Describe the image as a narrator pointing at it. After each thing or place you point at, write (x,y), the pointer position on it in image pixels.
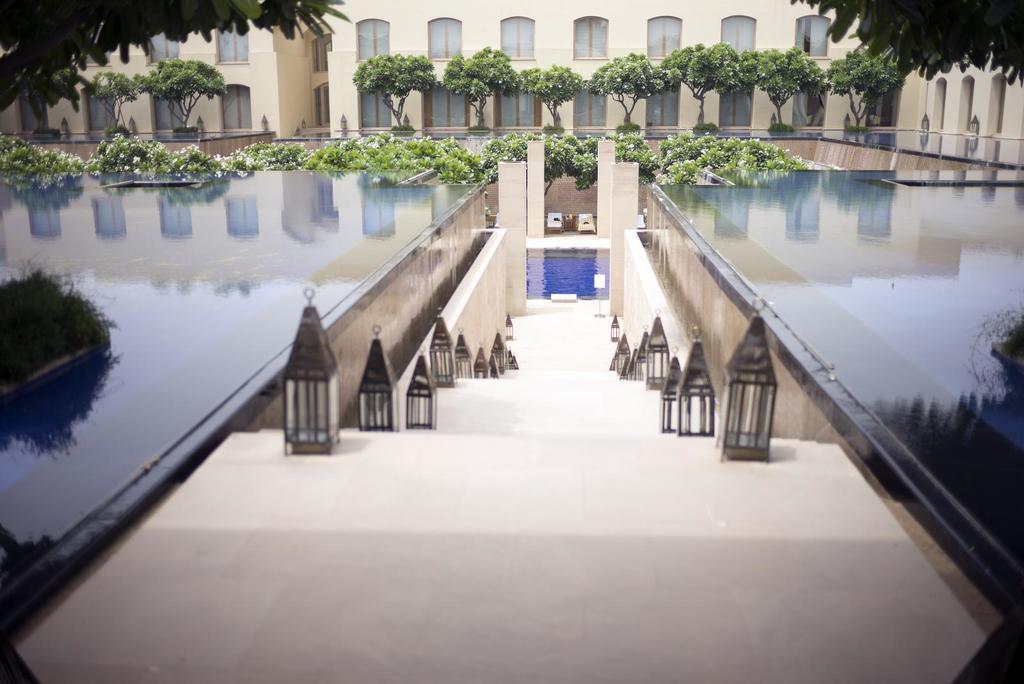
This is an outside view. In the middle of the image (560,380) there are stairs (570,454). On both sides of the stairs (353,437) there are few lanterns (619,367). On the right (824,332) and left side of the image (186,268) I can see the water (128,268) which seems to be a pool (798,292). In the background (126,163) there are many flower plants (302,157), trees (700,81) and a building (696,21).
